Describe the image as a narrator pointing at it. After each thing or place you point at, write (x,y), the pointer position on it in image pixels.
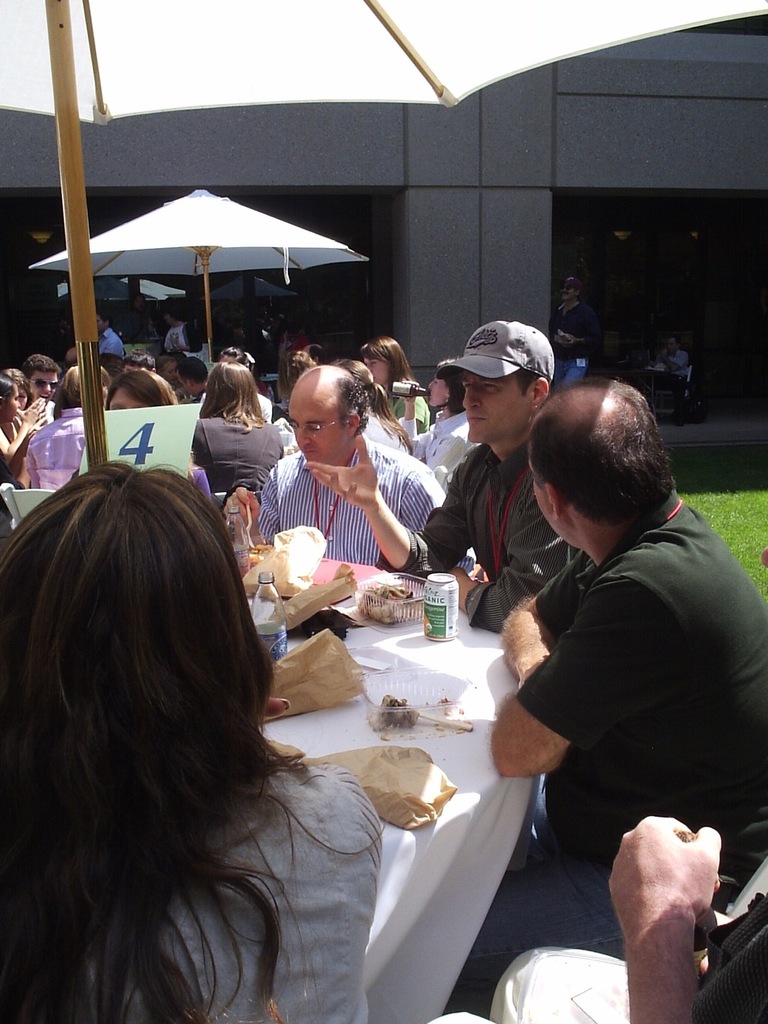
People (557,441) are sitting in groups (229,684) around tables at a restaurant (300,312).
